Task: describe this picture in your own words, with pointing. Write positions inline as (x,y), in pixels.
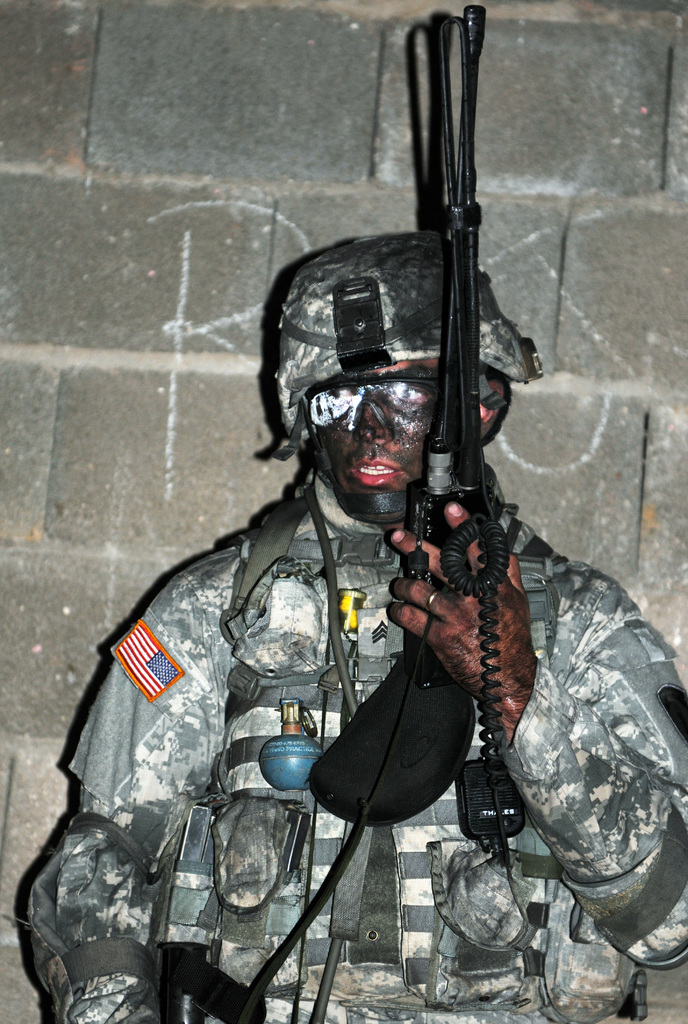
In this picture I can see a person (94,877) holding an object (450,131), and in the background (284,283) there is a wall (140,343).
